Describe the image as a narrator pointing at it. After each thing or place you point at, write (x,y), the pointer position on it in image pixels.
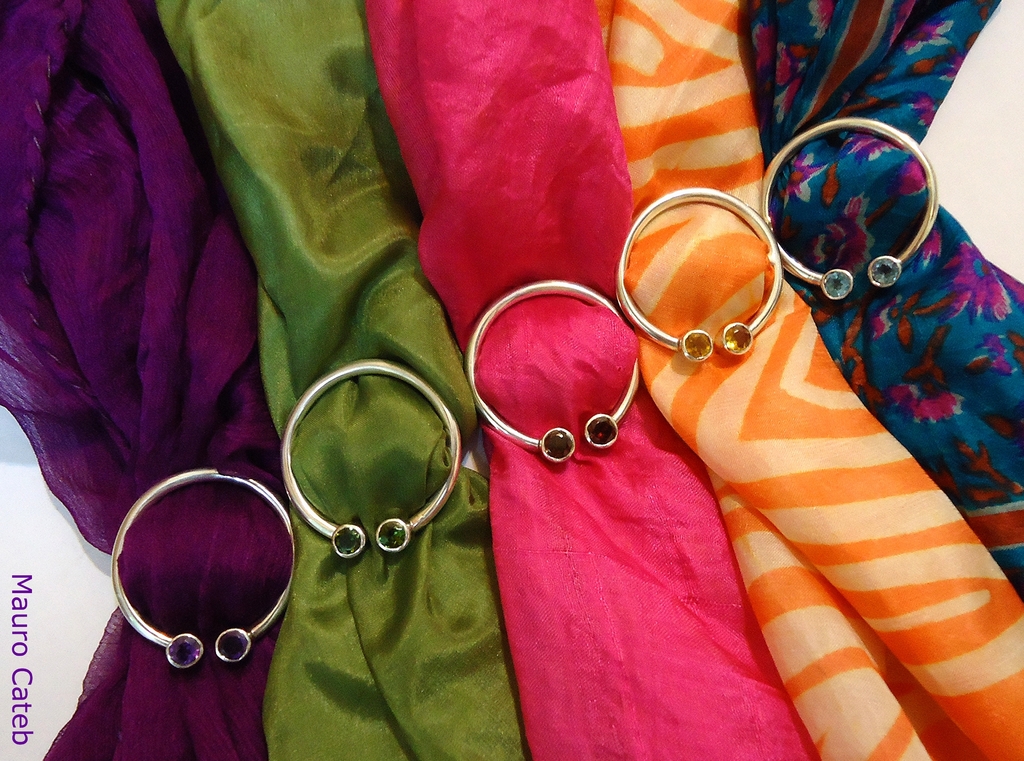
In this image there are a few clothes (419,159), on every cloth (161,468) there are rings (271,624).
